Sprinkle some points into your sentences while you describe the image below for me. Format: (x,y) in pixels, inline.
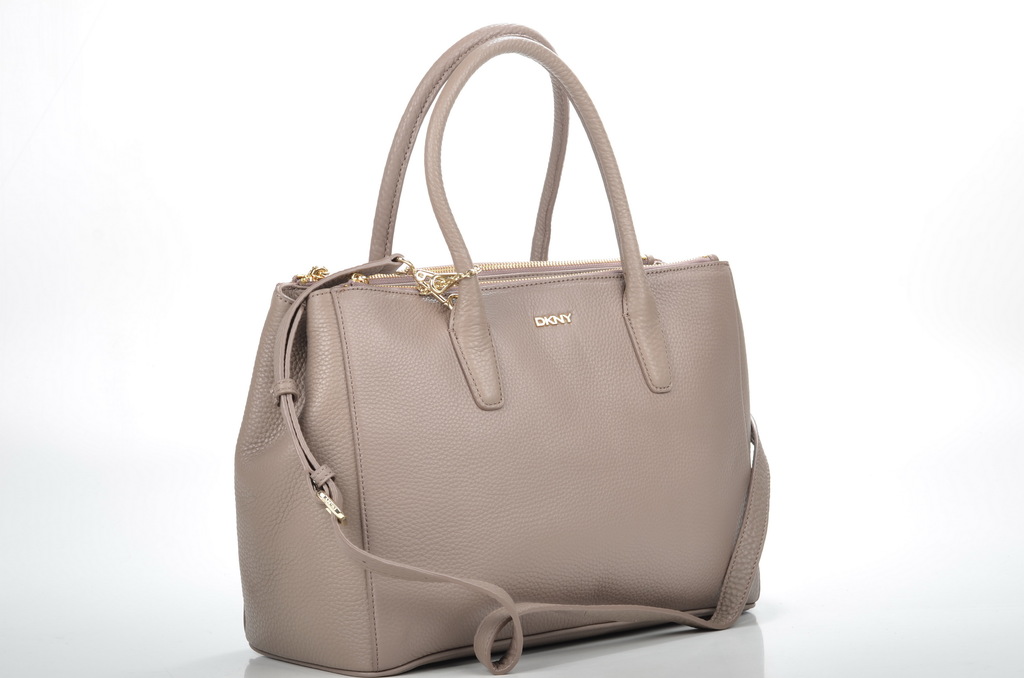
In this image, In the middle (621,340) there is a bag (735,387) which is in cream color, In the background (880,194) there is a white color wall (879,176).
